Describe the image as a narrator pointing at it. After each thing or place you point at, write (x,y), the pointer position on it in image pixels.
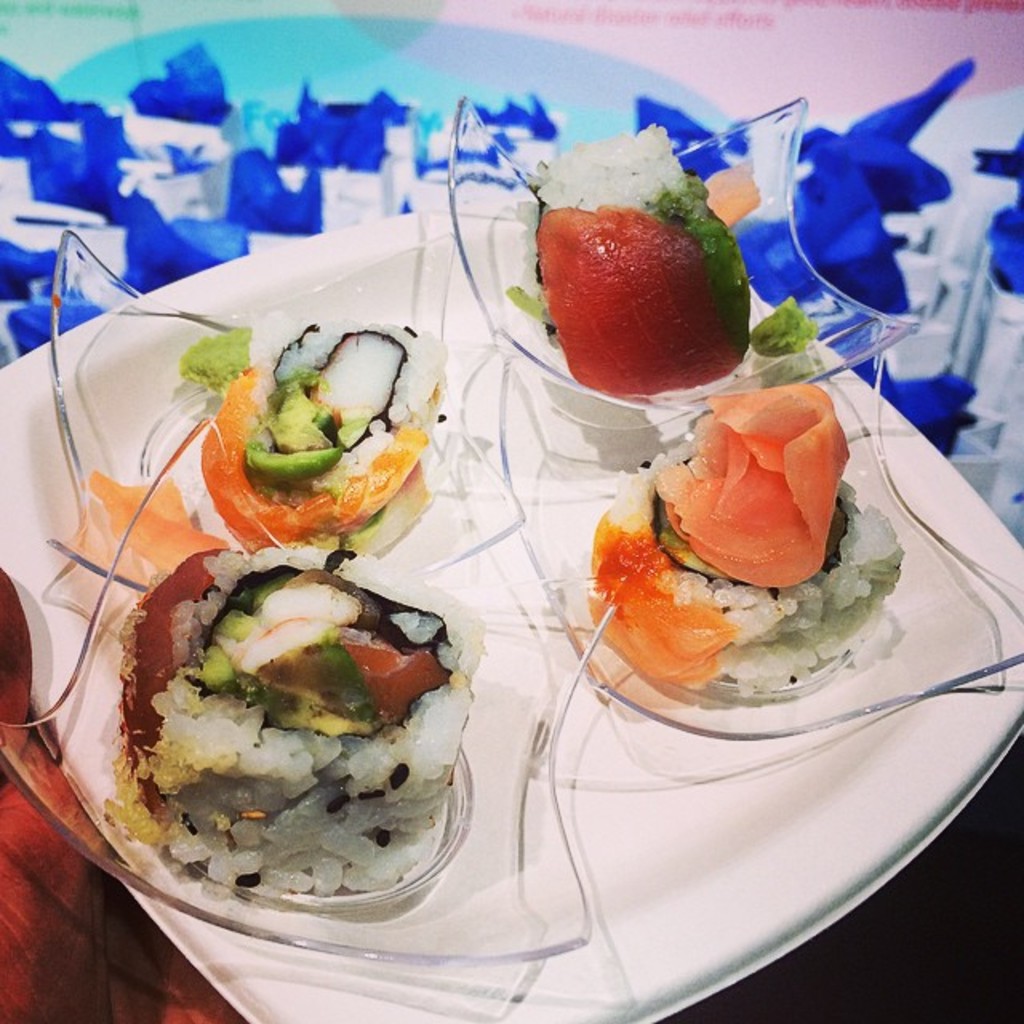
In this picture I can see there is some food (339,780) placed in a plate (537,656) and in the backdrop (93,180) there is a poster (572,79) and it has some white and blue images (534,123) on it.
